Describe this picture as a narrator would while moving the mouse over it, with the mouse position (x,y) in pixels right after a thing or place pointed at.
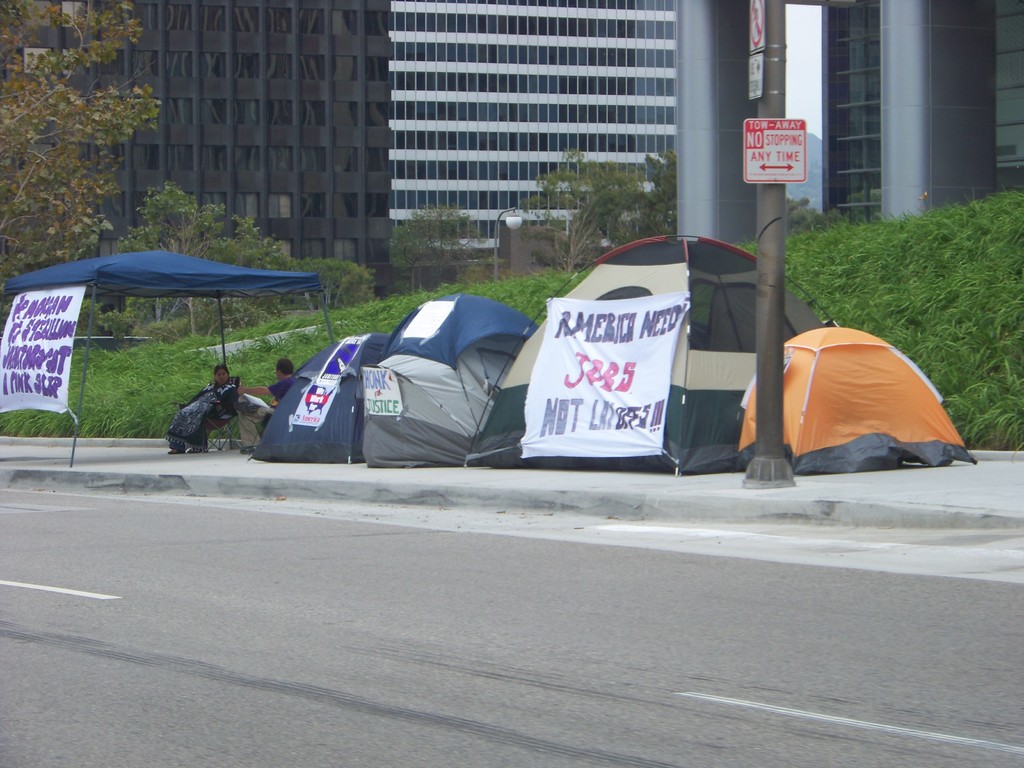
In this picture I can see there are few tents (940,431) on the walk way (526,501) and there are few people (219,396) sitting here and there are few banners (45,367) and there are few poles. In the backdrop (907,297) there's grass (899,289) on to right (887,254) and there are few buildings (468,57) here and they have glass windows (474,46).
